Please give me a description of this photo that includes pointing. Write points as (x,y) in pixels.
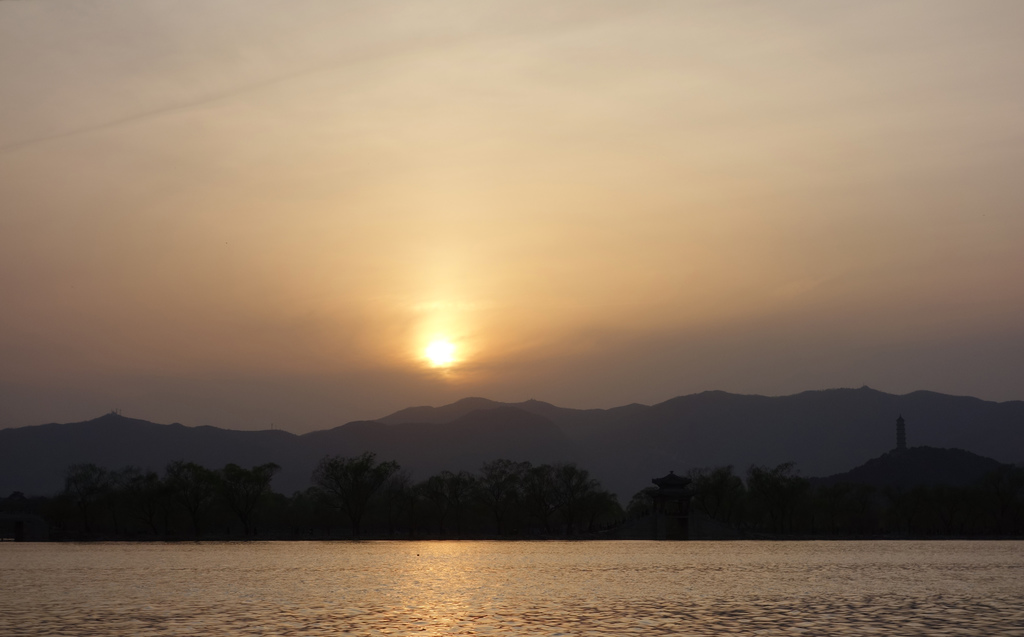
In this image in front (85,616) there is water (616,580). In the background (419,489) there are trees (198,496), mountains (766,459). At the top of the image (529,140) there are sky (418,268) and sun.
